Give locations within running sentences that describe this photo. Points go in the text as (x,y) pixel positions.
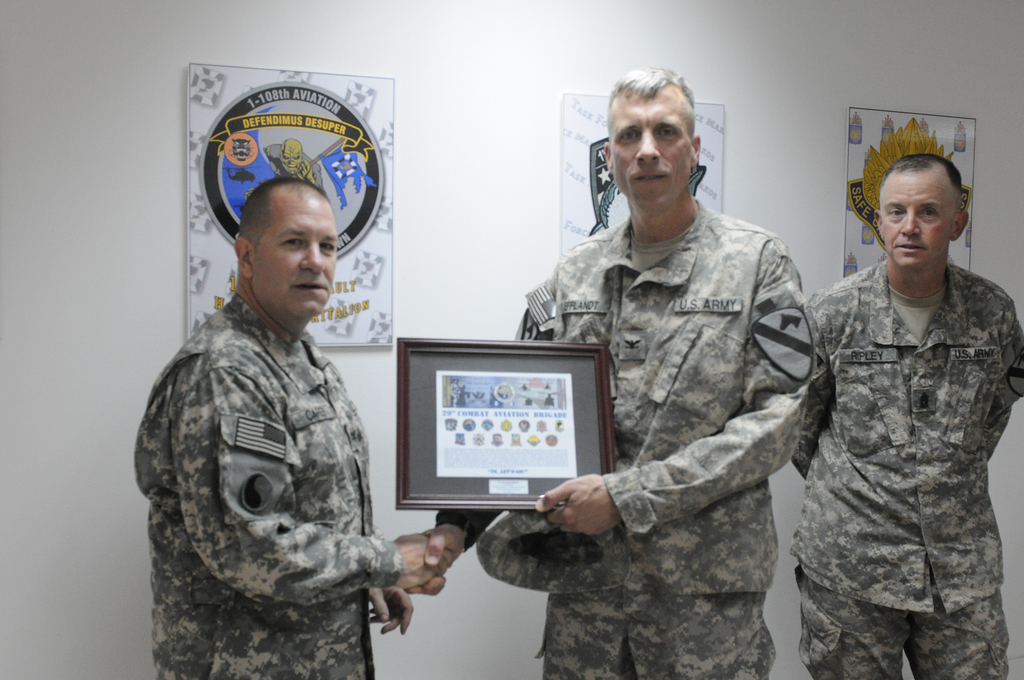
As we can see in the image in the front (264,414) there are three people (299,415) wearing army dresses (895,561). The person (678,420) in the middle (653,427) is holding a frame (475,472). Behind them there is a wall (454,87) and posters (277,167).
